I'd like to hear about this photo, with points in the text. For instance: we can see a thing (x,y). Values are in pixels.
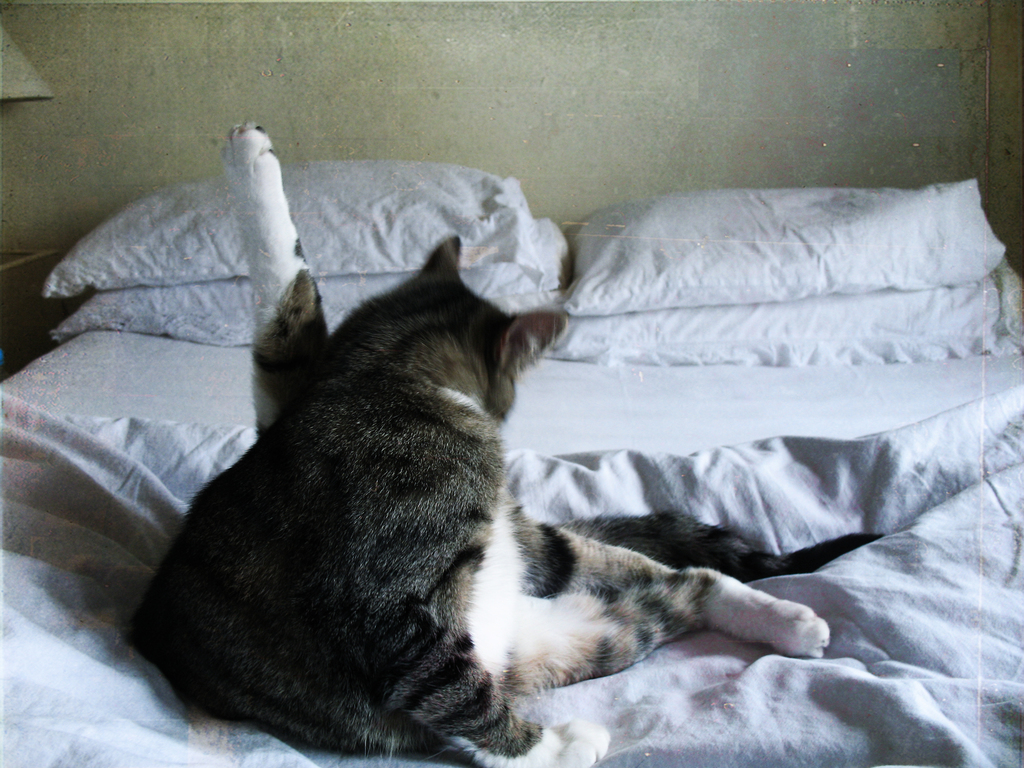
This cat (406,474) is sitting on this bed (889,558) and we can able to see pillows (676,289) on this bed (618,397).
